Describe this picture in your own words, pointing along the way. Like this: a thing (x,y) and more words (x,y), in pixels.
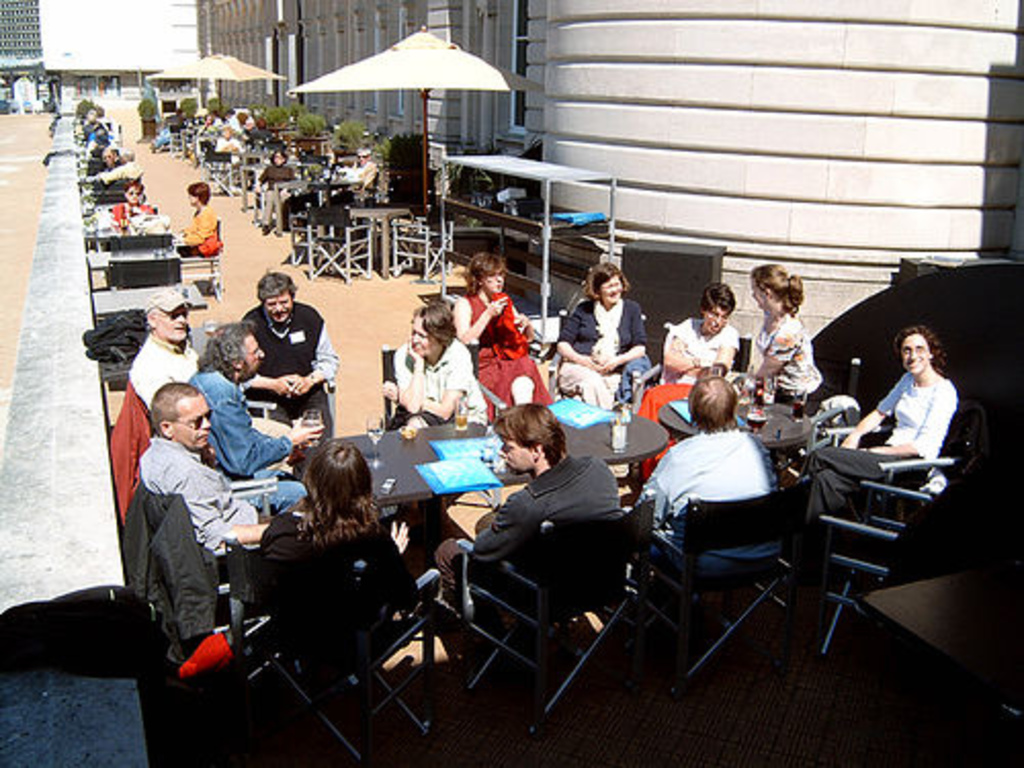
This picture describes about group of people (220,406), They are all seated on the chair (702,536) in front of them we can see papers (447,476), glasses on the table (423,444), and also we can see umbrellas (430,79), couple of buildings (620,84) and couple of trees (304,118).
